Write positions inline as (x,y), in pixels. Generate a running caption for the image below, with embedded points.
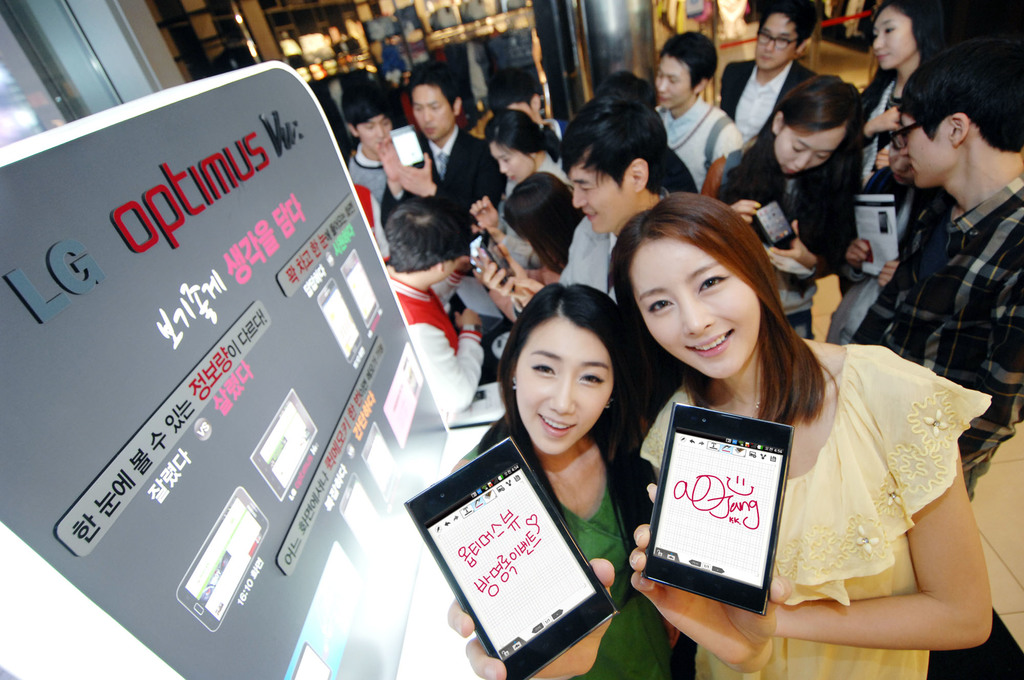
In this image there are group of people (574,234) who are looking at the mobiles (415,144) which are in their hands (516,294). There are two woman (622,373) in the foreground (788,350) who are holding the mobile phones (714,548) and posing for a picture. At the background (632,84) there are different people (911,199) who are looking at the mobiles (770,219). To the left side (113,468) there is a hoarding (352,546) of mobile phones (389,482).
